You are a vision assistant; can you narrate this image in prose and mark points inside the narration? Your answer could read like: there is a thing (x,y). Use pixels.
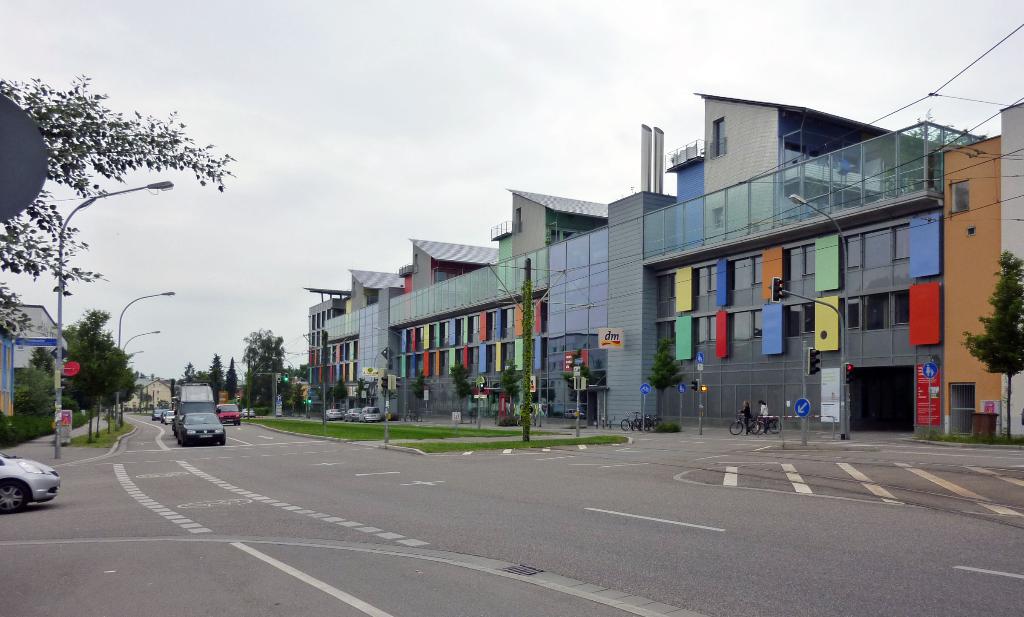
In this picture I can see buildings (549,304), trees (88,358) and few cars (183,429) and vehicles (186,410) moving on the road (165,438) and I can see sign boards (928,402) and few poles (526,362) and I can see poles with traffic signal lights (776,285) and I can see couple of them (765,402) on the bicycles (768,421) and I can see couple of bicycles (642,420) parked on the sidewalk (655,426) and few cars (329,414) parked and I can see a cloudy sky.
